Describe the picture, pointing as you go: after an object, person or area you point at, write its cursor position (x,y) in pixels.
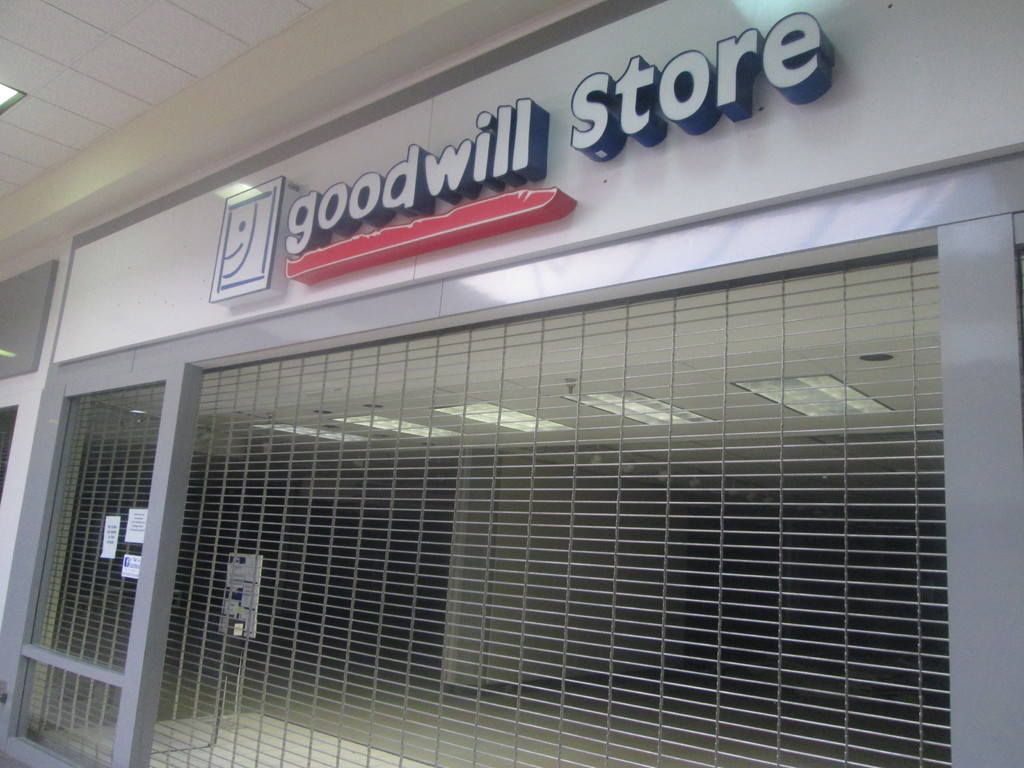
In this image there is a fencing gate (435,609) in the bottom of this image (540,606) and there is a text board (518,168) on the top of this image (470,190) and there is a wall (545,93) in the background (718,130).
